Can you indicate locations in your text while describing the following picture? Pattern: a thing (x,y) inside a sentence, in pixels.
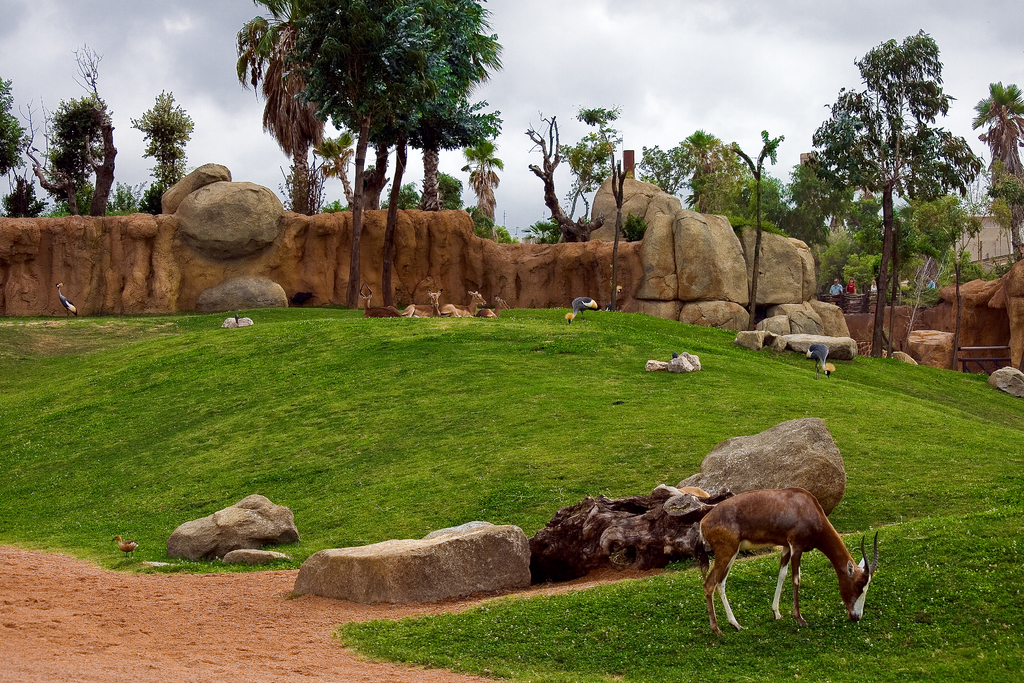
In this image we can see animals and birds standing and lying on the ground (516,521), stones (514,552), rocks (522,283), trees (879,273), persons (933,281) walking and sky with clouds (193,100).
